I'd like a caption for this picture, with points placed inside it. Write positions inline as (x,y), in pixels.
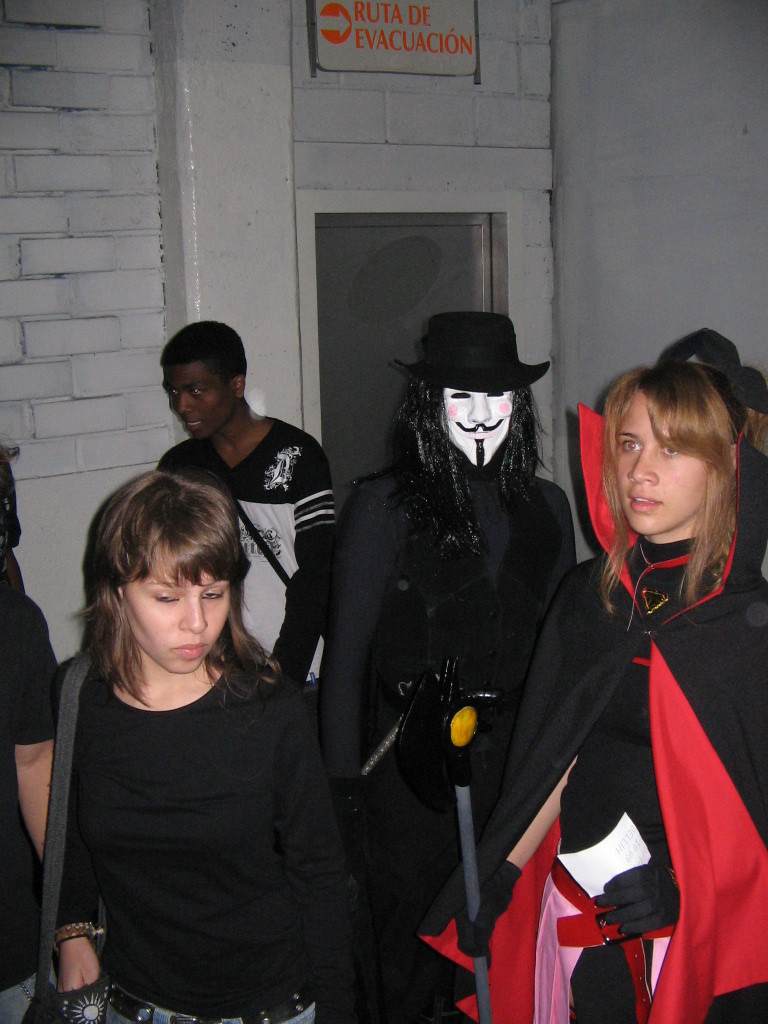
In this image we can see few people (308,530). Some are wearing costumes (492,684). One person (467,479) is wearing a hat (460,361). In the back (207,160) there is a wall (217,218), door (355,275). On the wall (366,94) there is a board (383,53) with something written.
